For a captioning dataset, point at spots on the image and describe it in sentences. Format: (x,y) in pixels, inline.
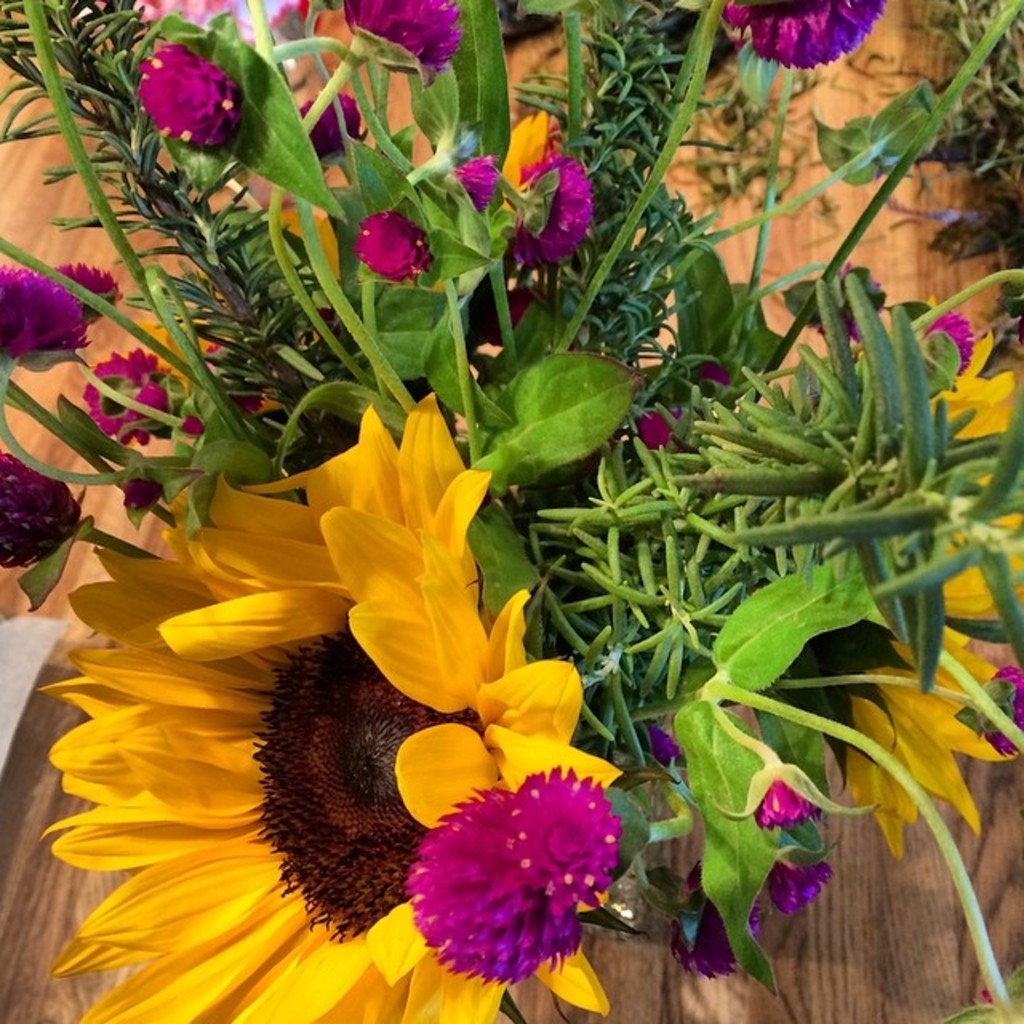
In the image there is a plant (533,339) with sunflower (341,639) and pink color flowers (564,815) to it on a wooden floor (829,250).
